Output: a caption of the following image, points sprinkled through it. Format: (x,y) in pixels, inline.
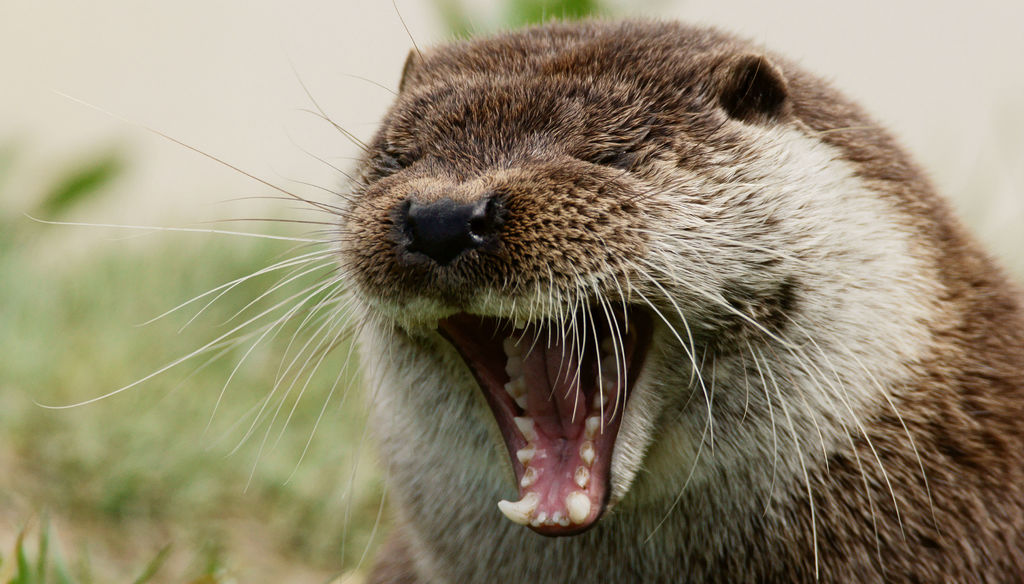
In the picture I can see an animal (618,397) opened its mouth (505,447). The background of the image (23,447) is blurred.
